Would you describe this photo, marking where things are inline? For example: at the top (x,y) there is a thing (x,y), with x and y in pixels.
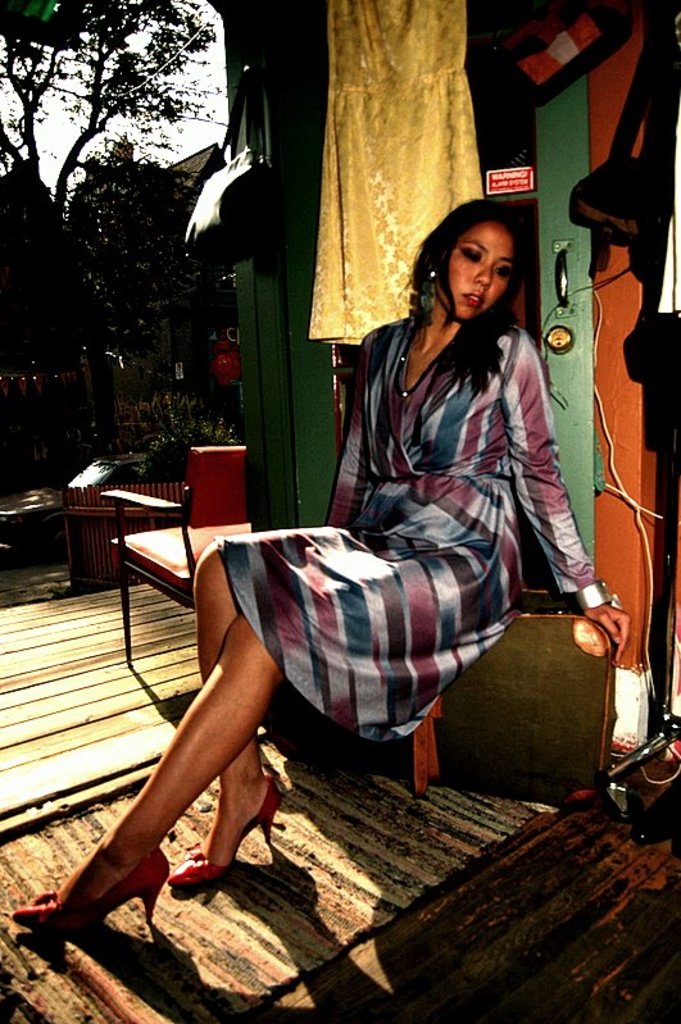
In the picture we can see a woman (411,621) sitting on the stool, beside her there is a chair (213,513), railing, plants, trees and sky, behind there is a door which is green in color with handle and a dress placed on the door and some things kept beside it and floor mat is kept on the floor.
